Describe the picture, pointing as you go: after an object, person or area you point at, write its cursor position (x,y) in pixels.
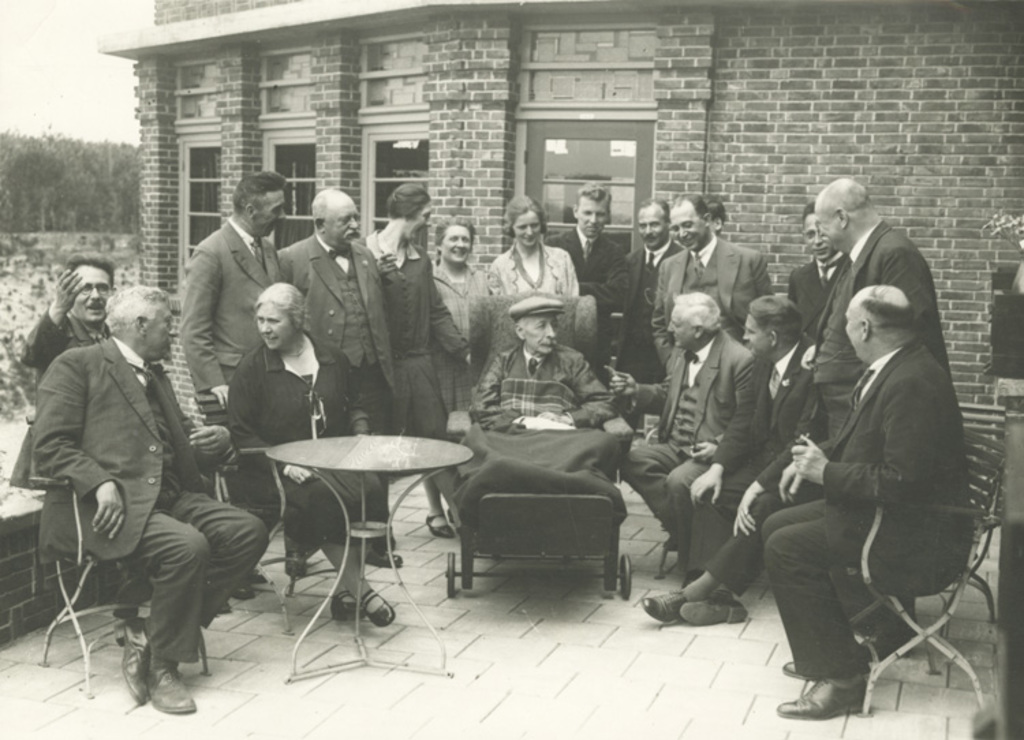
In this image there are group of people (415,340), few (629,304) are standing and few (298,398) are sitting. There is a building (514,116) at the back side (553,83). At the left side (20,191) there are trees (37,202), and at the top (52,53) there is a sky (77,69).
